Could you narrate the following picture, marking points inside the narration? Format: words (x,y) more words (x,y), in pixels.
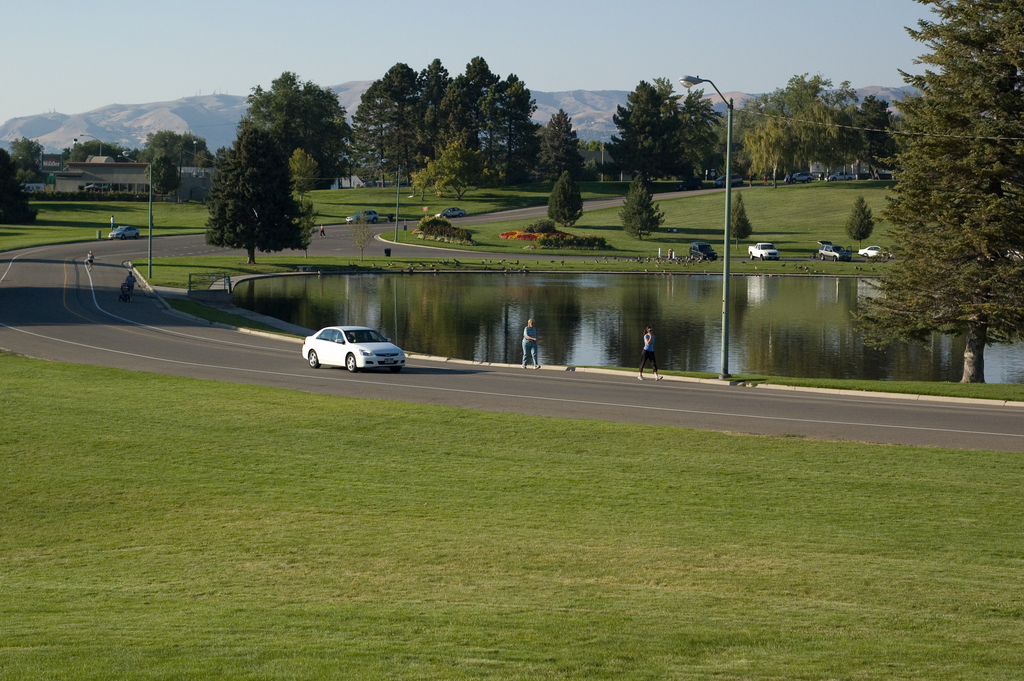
In the center of the image (471,286) we can see cars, some persons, electric light poles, trees (512,172), grass (694,223), buildings (62,184) and water (387,277). At the bottom of the image (404,502) we can see ground (549,449) and road (375,396). In the background of the image (159,123) we can see mountains (159,123). At the top of the image (257,76) there is a sky (294,61).
